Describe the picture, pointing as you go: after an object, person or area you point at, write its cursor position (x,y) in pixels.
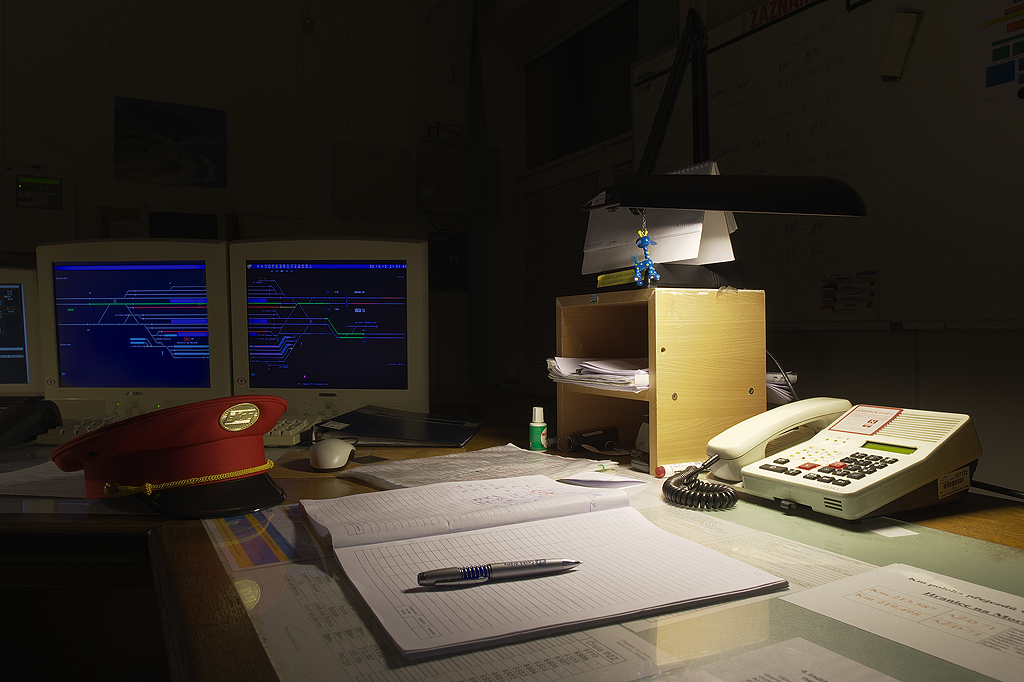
The image consists of two desktops (196,307) and table (651,650) beside it. On the table (638,639) there is telephone (866,464), book (385,501), pen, cap (187,483), mouse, fevi stick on it. In the middle (677,249) there is a lamp (699,206) and calendar (651,231) beside it. At the background (290,99) there is wall (75,89).
